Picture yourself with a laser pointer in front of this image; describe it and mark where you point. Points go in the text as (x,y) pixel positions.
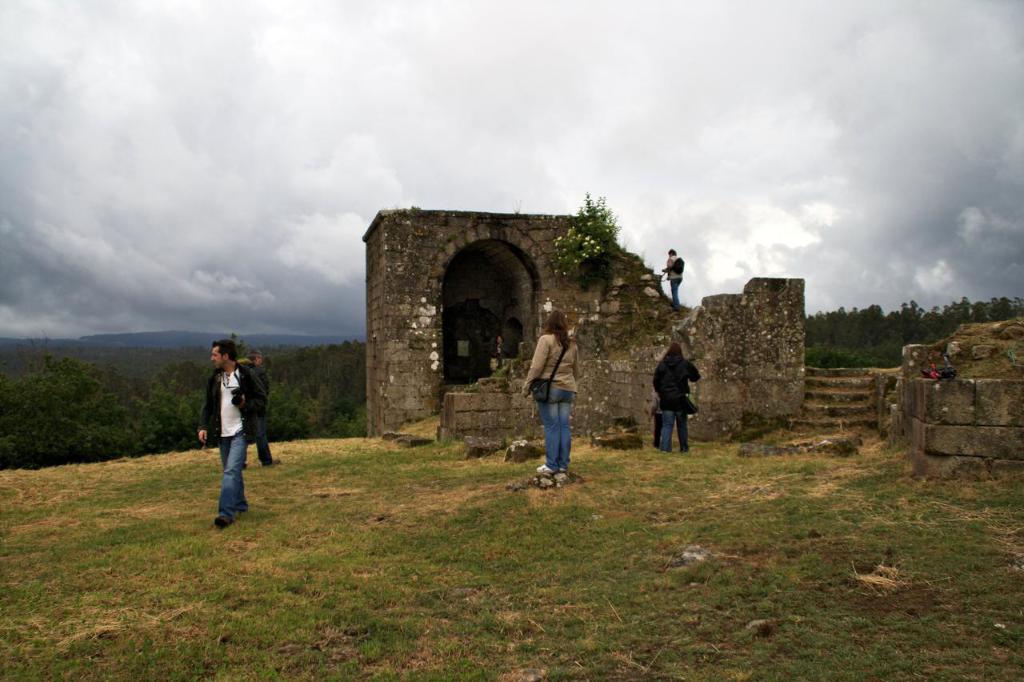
Here in this picture we can see a group of people (576,371) standing and walking on the ground (323,468), which is fully covered with grass (364,508) and in the middle (523,299) we can see old monumental structure (468,315) and walls (767,355) present and we can also see plants (159,440) and trees (137,391) present in the far and we can see mountains (148,340) present and we can see the sky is fully covered with clouds (879,300) and we can see the people (214,403) are carrying bags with them.
